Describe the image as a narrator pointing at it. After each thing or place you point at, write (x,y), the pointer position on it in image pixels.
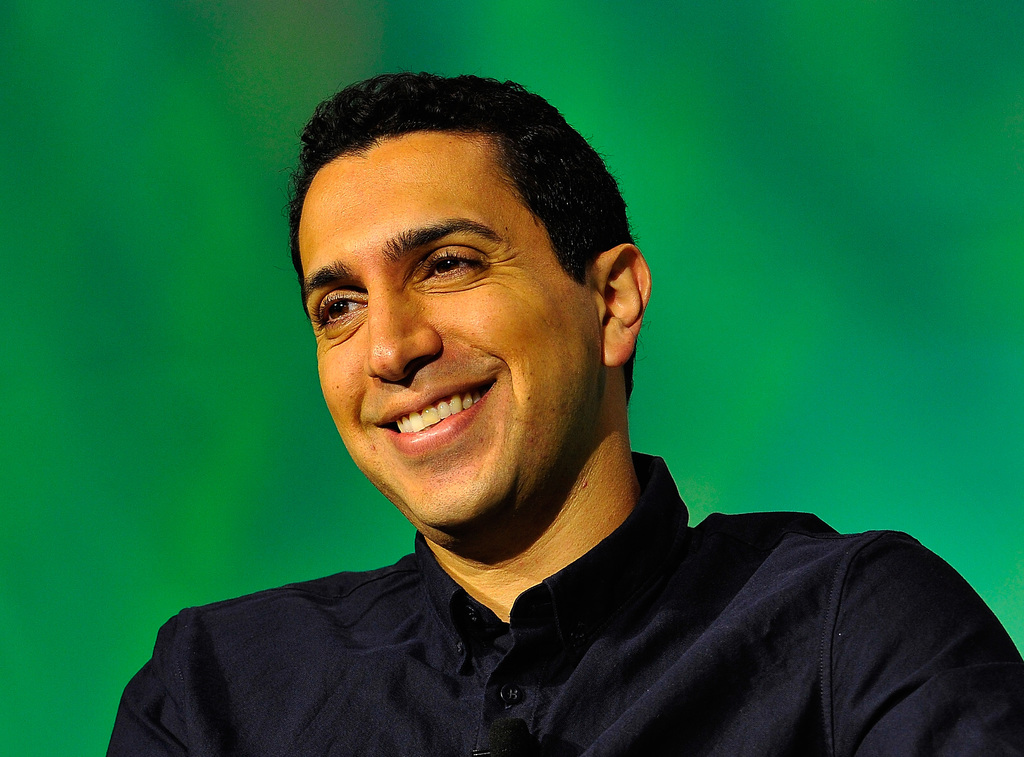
In this image, I can see a man (548,746) smiling. The background (53,592) looks green in color.
